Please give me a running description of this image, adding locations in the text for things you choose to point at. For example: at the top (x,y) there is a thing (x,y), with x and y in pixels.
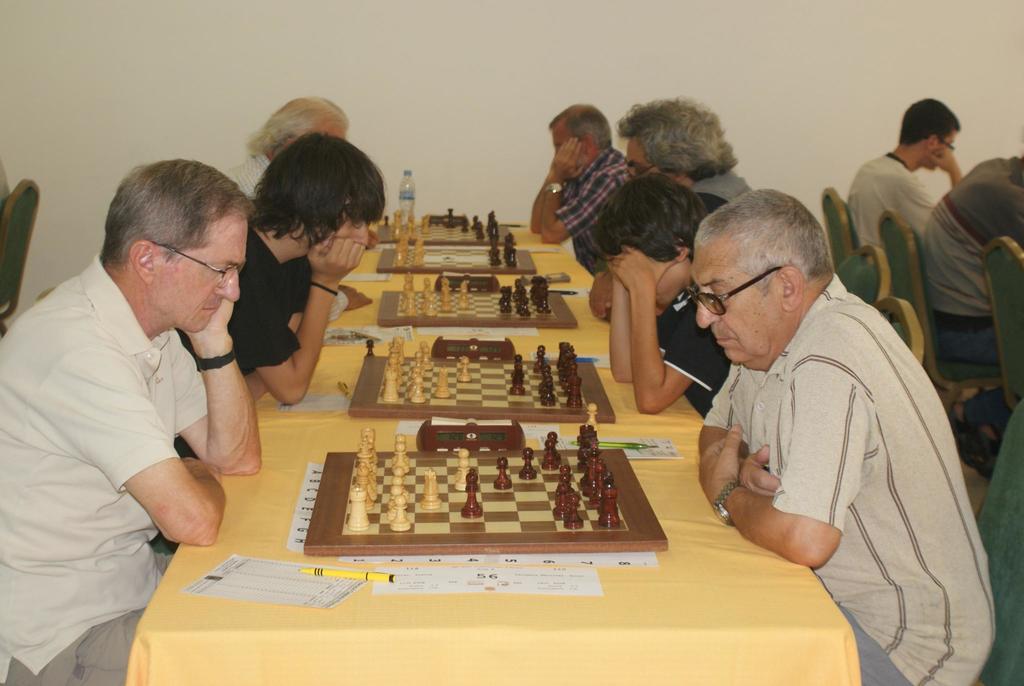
In this image there are group of people (730,512) sitting on the chair (1022,556). On the table (616,589) there is chess board (458,520), paper (272,591) and a pen (336,571).
